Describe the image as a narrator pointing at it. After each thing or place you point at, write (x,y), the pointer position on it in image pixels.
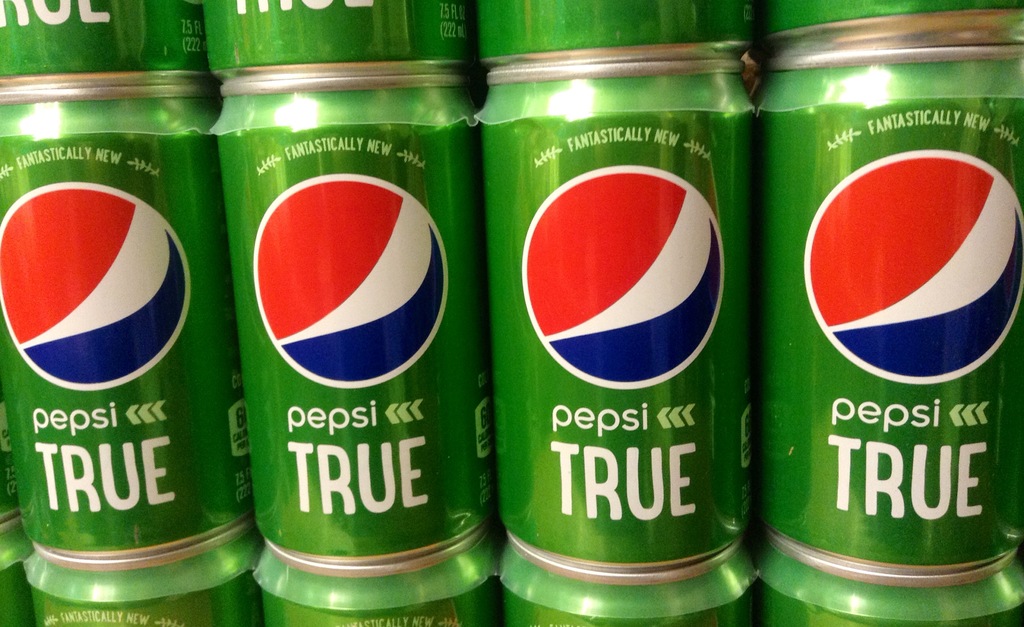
In this image, we can see some green color pepsi cans (609,492).
